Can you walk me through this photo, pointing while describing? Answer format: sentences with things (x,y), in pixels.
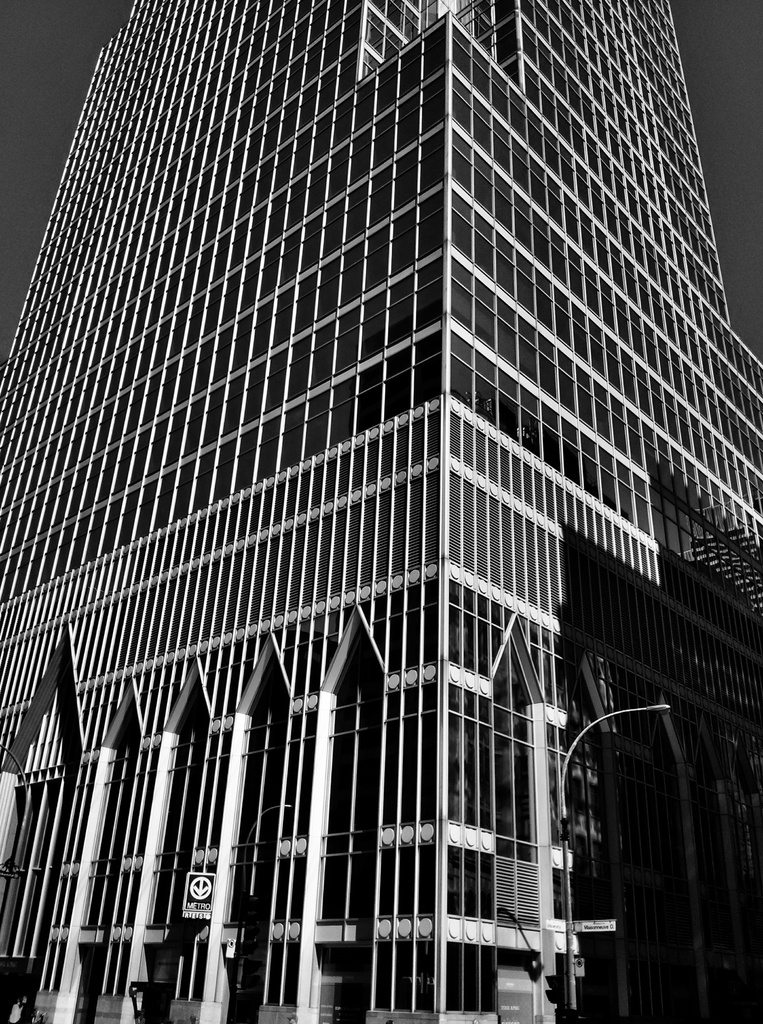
This is a black and white image where we can see a building (582,709) and the sky (45,29).
